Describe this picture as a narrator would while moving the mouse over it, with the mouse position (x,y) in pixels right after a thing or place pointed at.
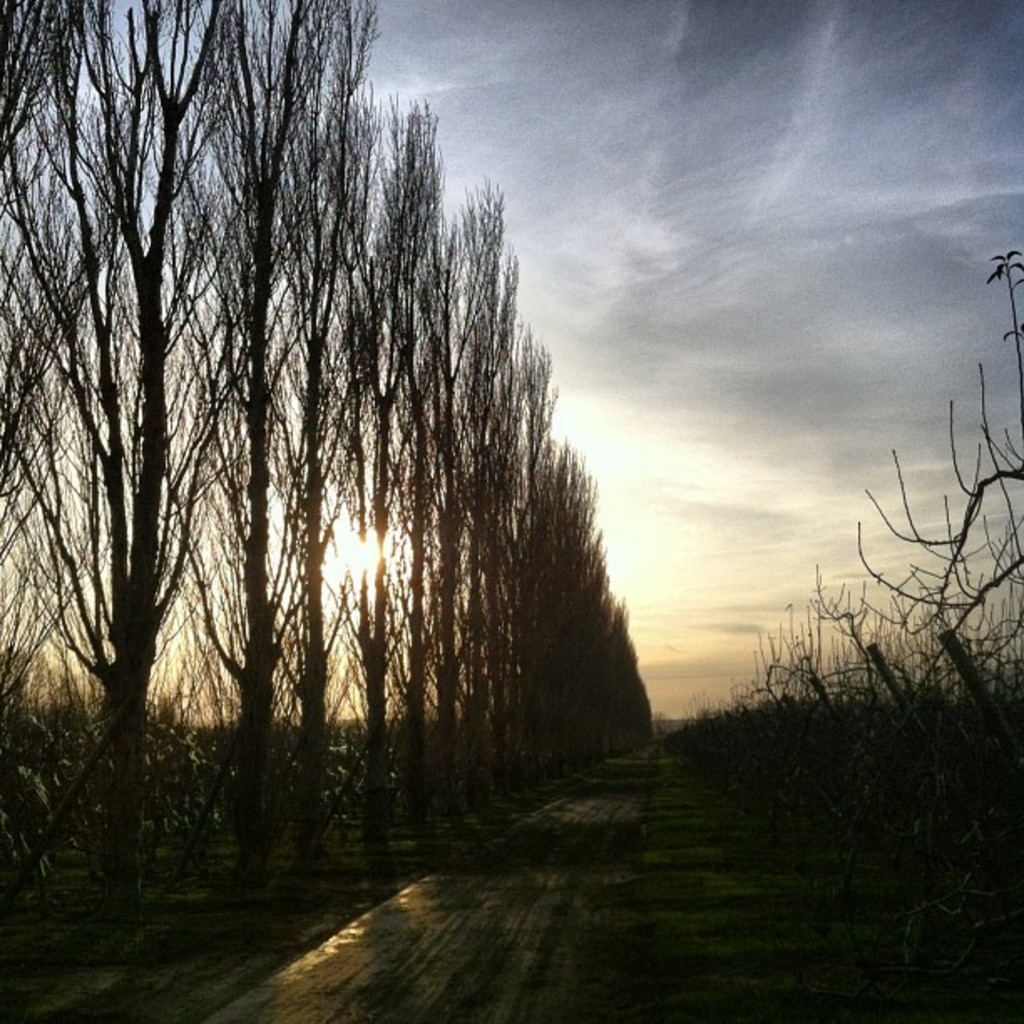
This image is taken during the evening time. In this image we can see many trees (740,742). We can also see the road (602,861) at the bottom (556,898). In the background (783,278), we can see the sky (865,188) and also the sun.
